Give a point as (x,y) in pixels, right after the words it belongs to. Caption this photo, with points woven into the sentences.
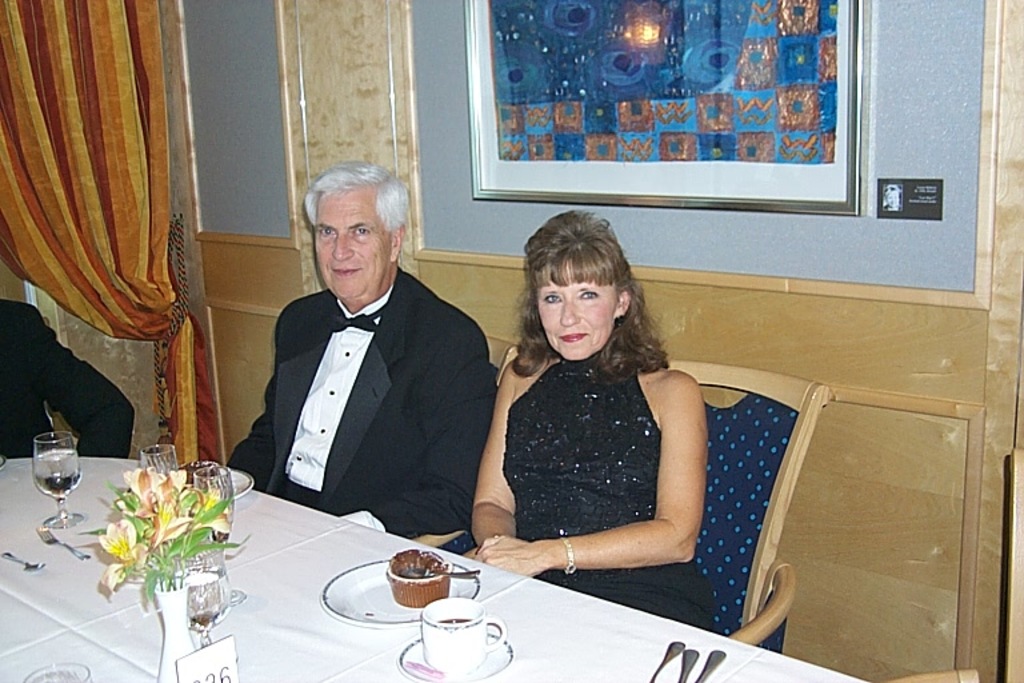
in this image they are sitting on the chair (724,584) in front of the table (252,622) and behind the person (645,416) the poster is there and the table (319,631) there are some things (169,583) like flower vase (184,614), cup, glass (200,625) and plate (341,585) they are wearing black dress (560,425) and the background is wooden.
